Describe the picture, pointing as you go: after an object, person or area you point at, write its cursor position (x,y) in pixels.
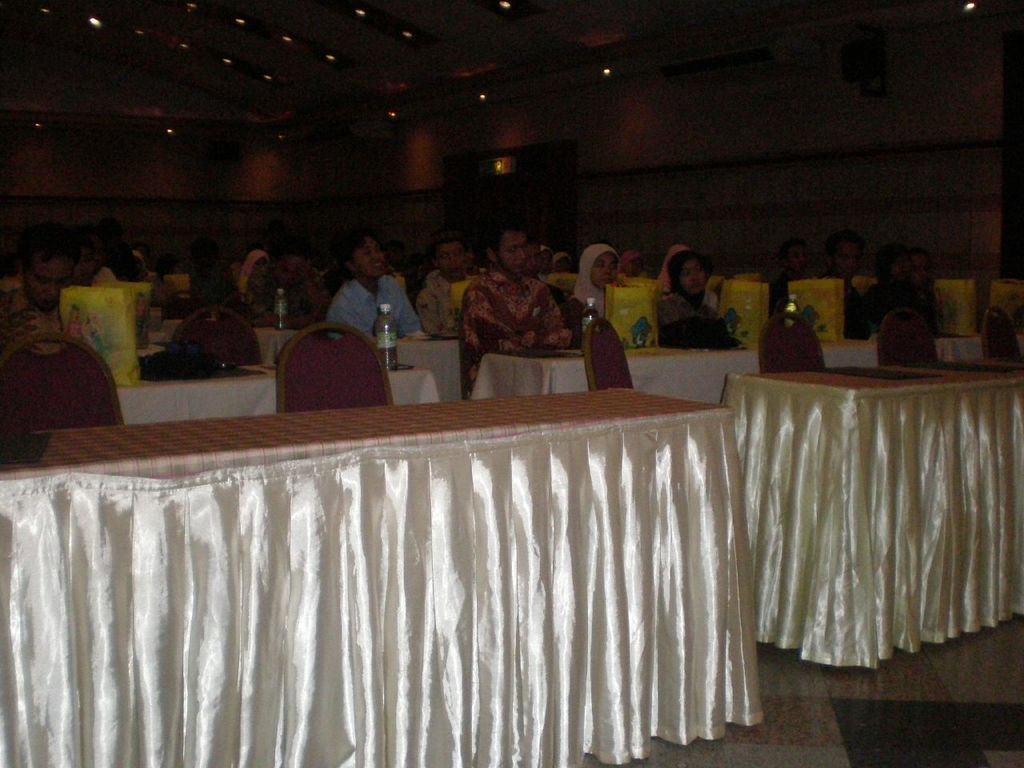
In the middle of the image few people (52,248) are sitting in the chair's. At the top of the image (462,77) there is a roof (323,77) and light (241,19). Bottom left of the image (125,670) there is a table (174,525). Bottom right side of the image (850,559) there is a table (874,487). On the table (445,361) there is a bottle (280,291).
